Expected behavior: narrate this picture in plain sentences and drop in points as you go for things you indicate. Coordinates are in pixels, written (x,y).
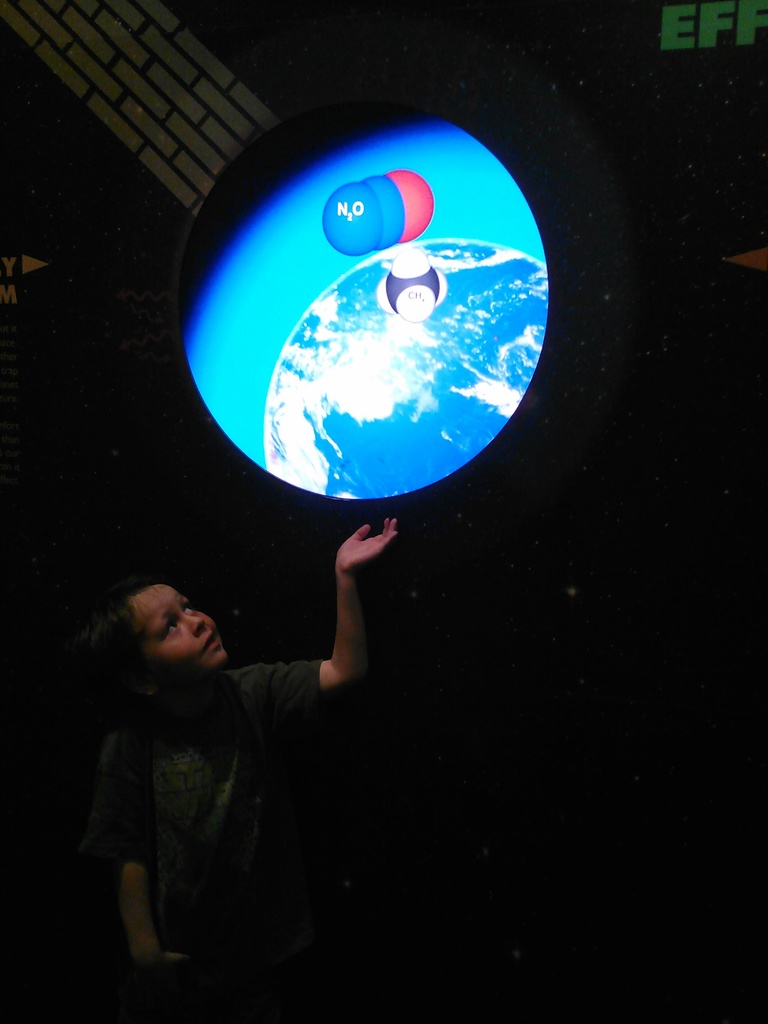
In the image there is a kid (217,791) in the foreground (199,725), above the kid (353,568) there is some object (297,378) with animations (393,304).
